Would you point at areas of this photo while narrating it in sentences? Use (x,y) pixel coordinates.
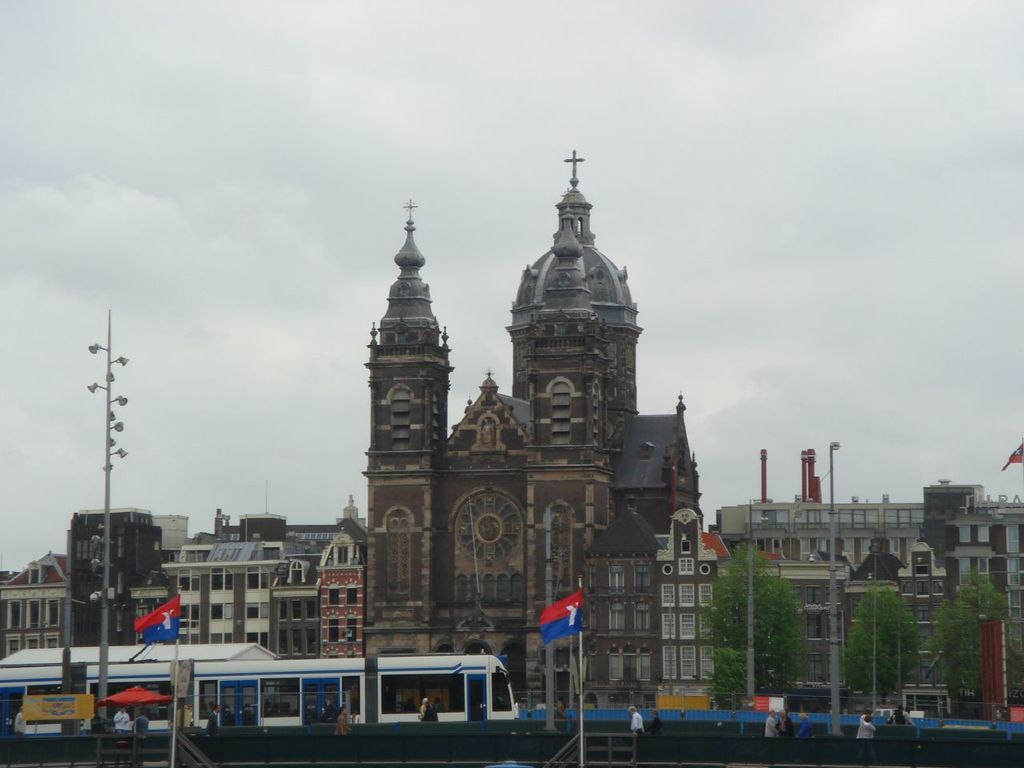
In this image, we can see some buildings (158,598), at the right side (870,635) there are some green trees (888,625), at the top (484,77) there is a sky (325,41).
